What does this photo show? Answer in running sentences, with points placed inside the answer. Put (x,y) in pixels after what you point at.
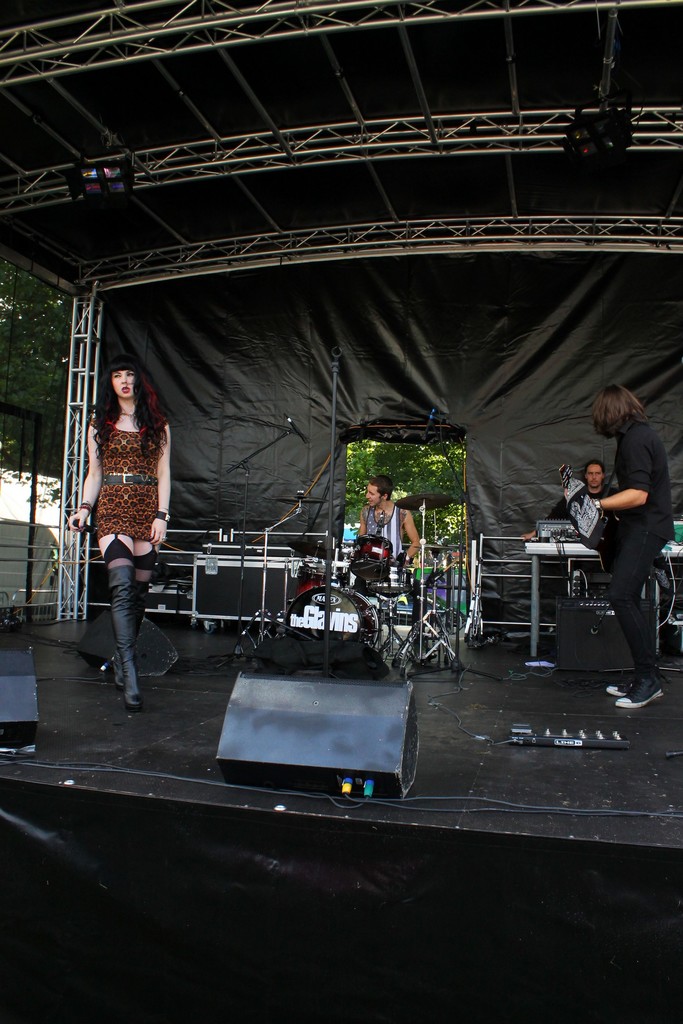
In this image there is a woman (121,417) wearing a brown colour dress (105,485) is having boots (118,636). A person (625,464) standing at the right side (631,555) is wearing a black colour shirt (640,457) is wearing shoes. Behind him there is a person (597,473) before a table (541,552). At the middle of image (452,655) there is a person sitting before a musical instrument (318,627). There are few lights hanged to the rods (331,244). At the left side (70,345) there are few trees (49,344).
